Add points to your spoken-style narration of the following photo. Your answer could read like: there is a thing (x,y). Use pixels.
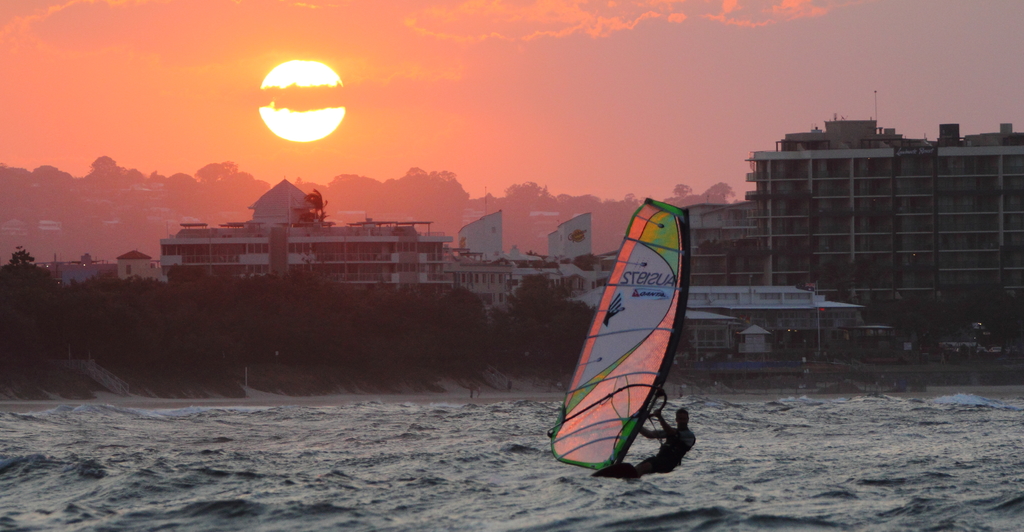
In the center of the image (641,340) we can see one person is windsurfing. In the background (552,154), we can see the sky (440,96), clouds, sun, buildings (1003,191), trees (723,197), water (766,433) etc.
